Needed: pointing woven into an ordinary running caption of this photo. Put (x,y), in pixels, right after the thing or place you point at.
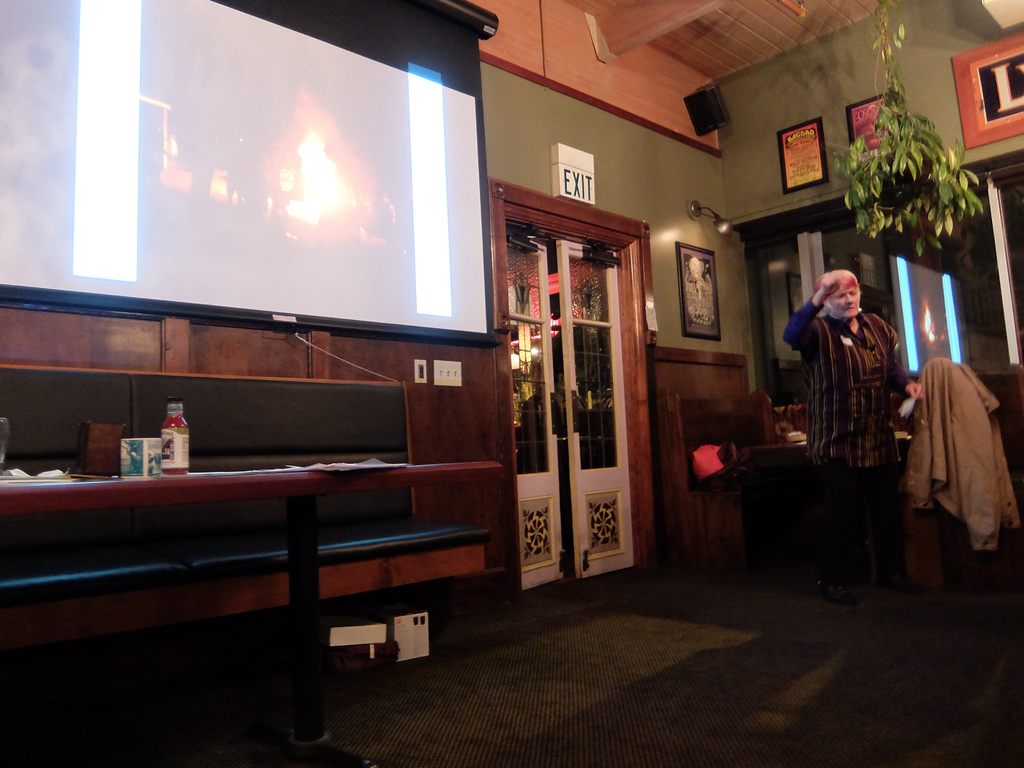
In this image I can see a big screen (347,247). Down to the screen (237,262) there is a table (324,483). On the table (170,483) there is a bottle (180,424), papers (351,463) and some objects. To the right (832,385) there is a person (841,429) with coffee color dress (819,450). To the back of her there is a door (522,373) and the exit board (579,183) can be seen. There are bushes (871,224) and many frames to the wall (755,121).
